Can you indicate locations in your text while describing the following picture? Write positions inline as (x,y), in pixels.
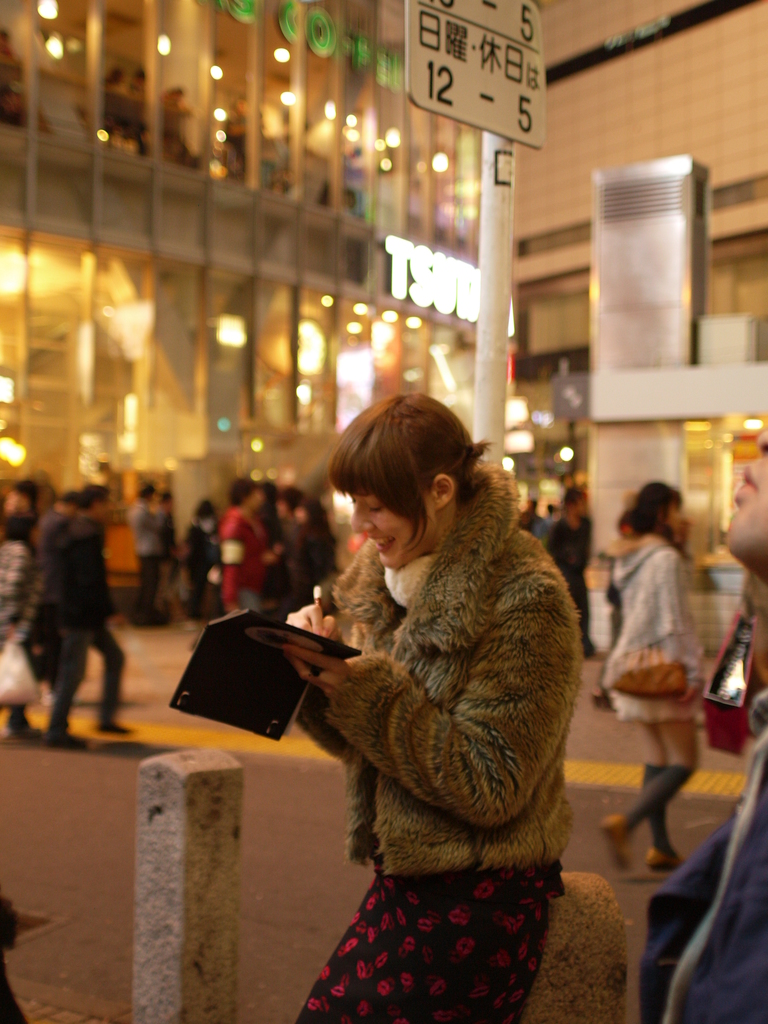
In this picture we can see people (505,662) on the road (104,1007). In the background (10,406) we can see buildings (686,42), lights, glasses (75,258), pole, and boards (432,100).
